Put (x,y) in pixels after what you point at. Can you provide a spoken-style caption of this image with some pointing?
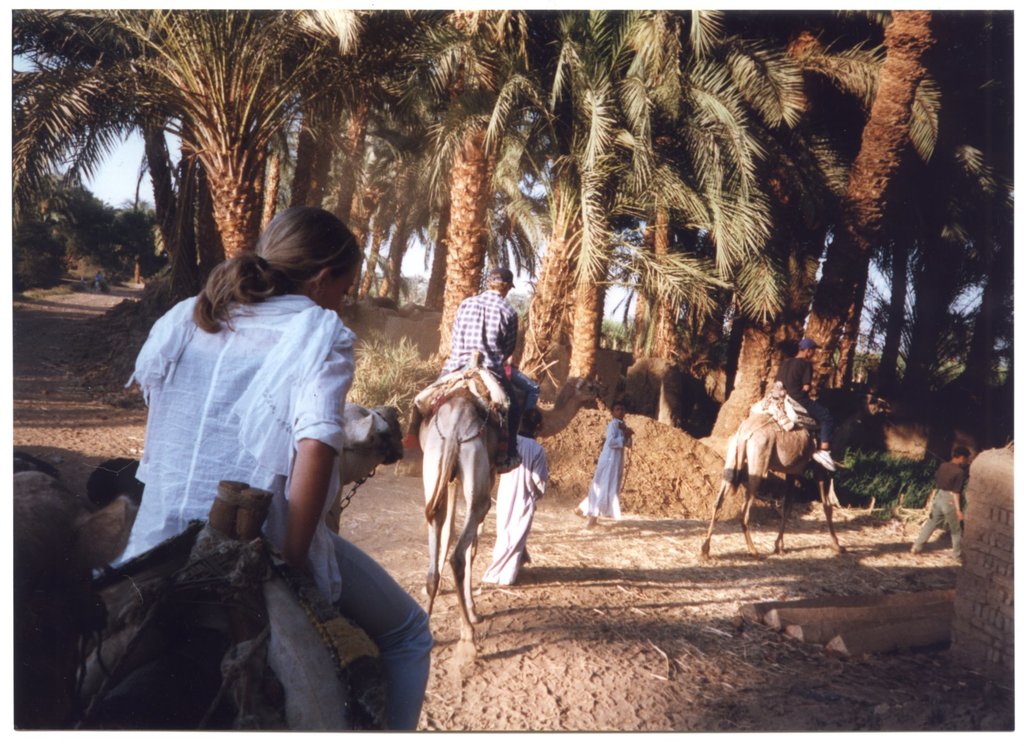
As we can see in the image there are few people (308,367) here and there, camels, trees (905,386) and sky (423,256).
